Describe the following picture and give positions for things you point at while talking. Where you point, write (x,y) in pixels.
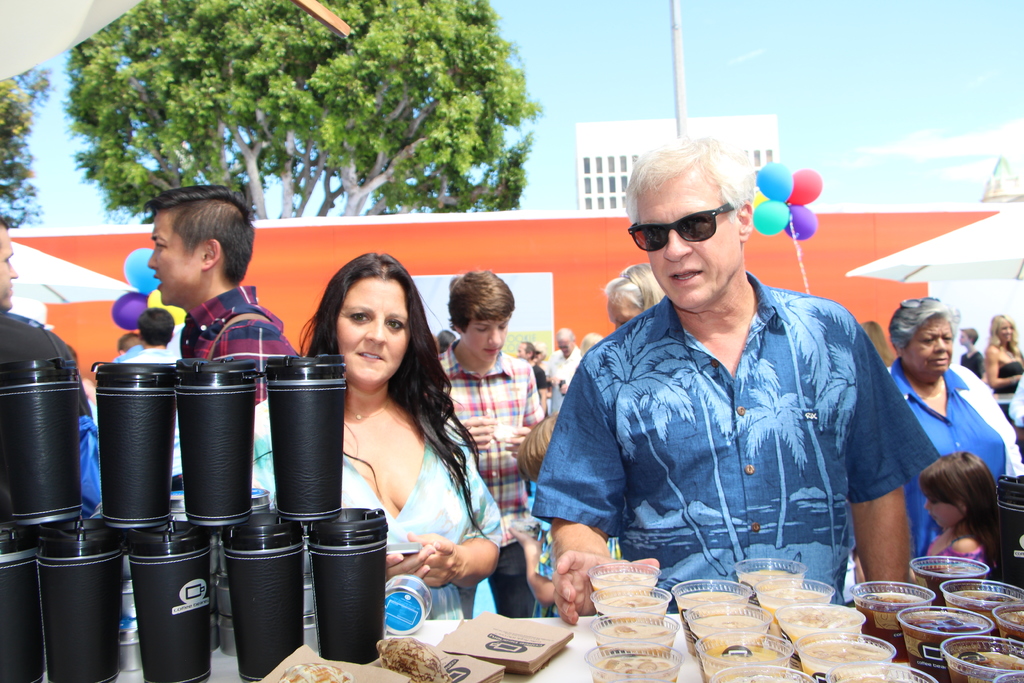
In this image we can see many people (681,376). There is some food (960,630) in the cups (946,620) on the table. There are few objects (248,503) on the table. There are few umbrellas (65,280) and balloons (784,212) in the image. There is a building (690,136) and a pole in the image. We can see the sky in the image. There are few trees (355,176) at the left side of the image (299,211).
